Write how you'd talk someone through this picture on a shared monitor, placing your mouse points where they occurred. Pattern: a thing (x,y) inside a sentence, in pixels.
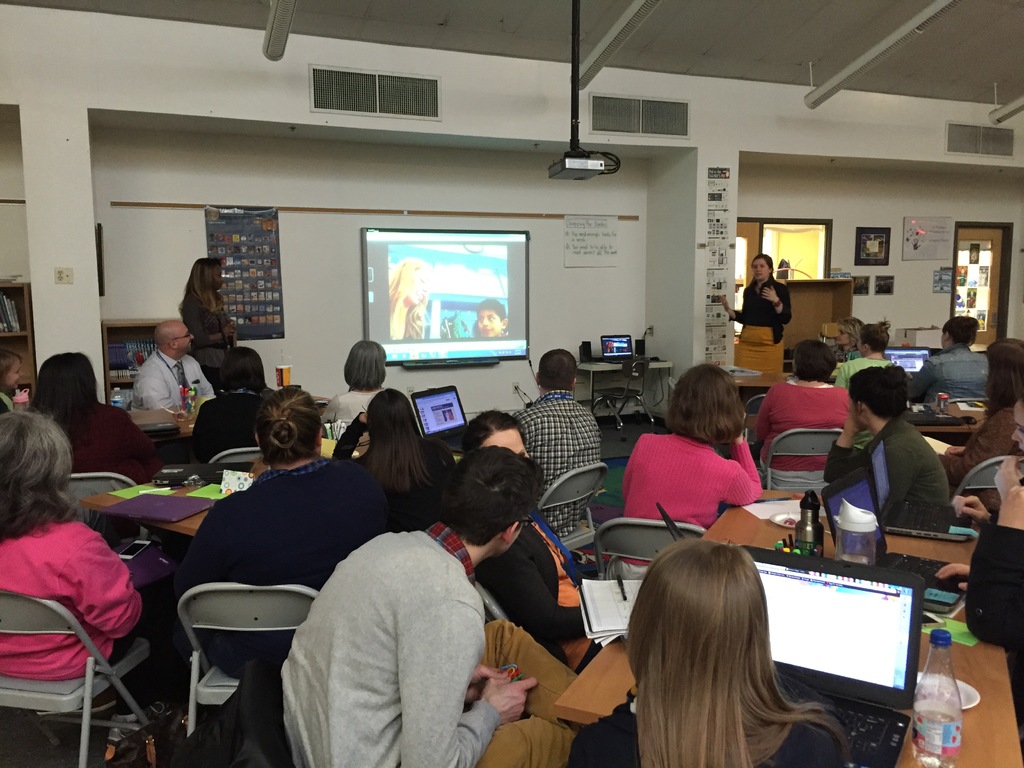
As we can see in the image there is a white color wall (163,245), banner (265,273), screen (473,276), projector (564,174) and few people (149,396) sitting on chairs (231,682) and there are tables (149,412). On table (200,471) there are laptops (178,477) and books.
